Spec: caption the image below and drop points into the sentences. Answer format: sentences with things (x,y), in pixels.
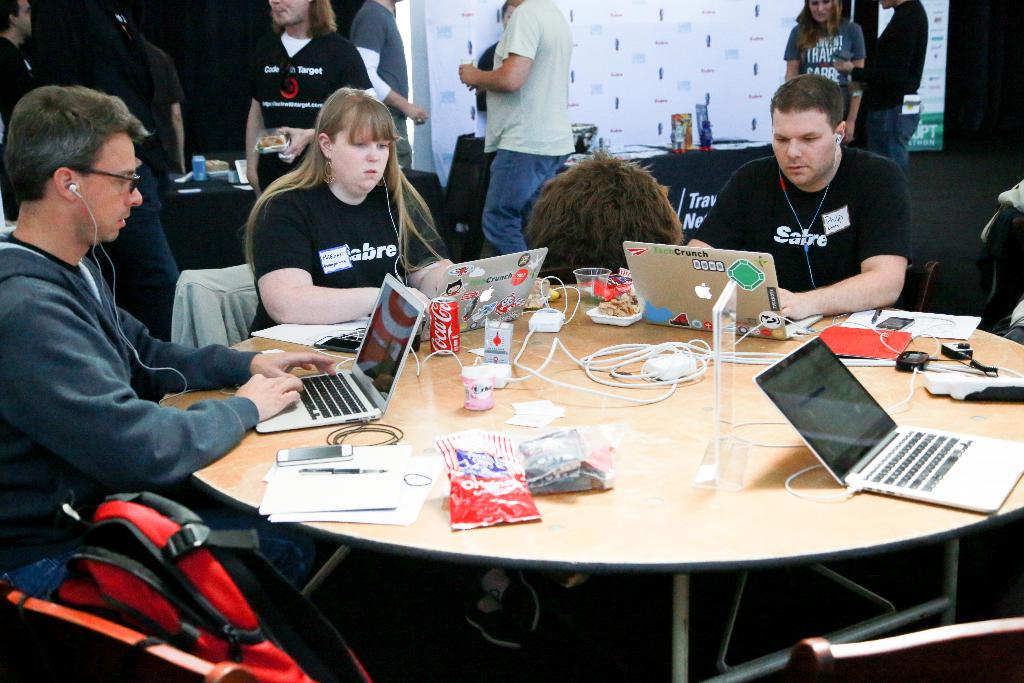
In this image i can see 3 persons (423,215) sitting in front of a table (291,345). On the table (498,538) i can see laptops (671,310), wires (647,404), covers (568,448), cellphone (342,450), papers (394,490) and a pen (340,469). On the background (153,223) i can see few people (387,12) standing, a table (195,197) and a banner (647,70).
